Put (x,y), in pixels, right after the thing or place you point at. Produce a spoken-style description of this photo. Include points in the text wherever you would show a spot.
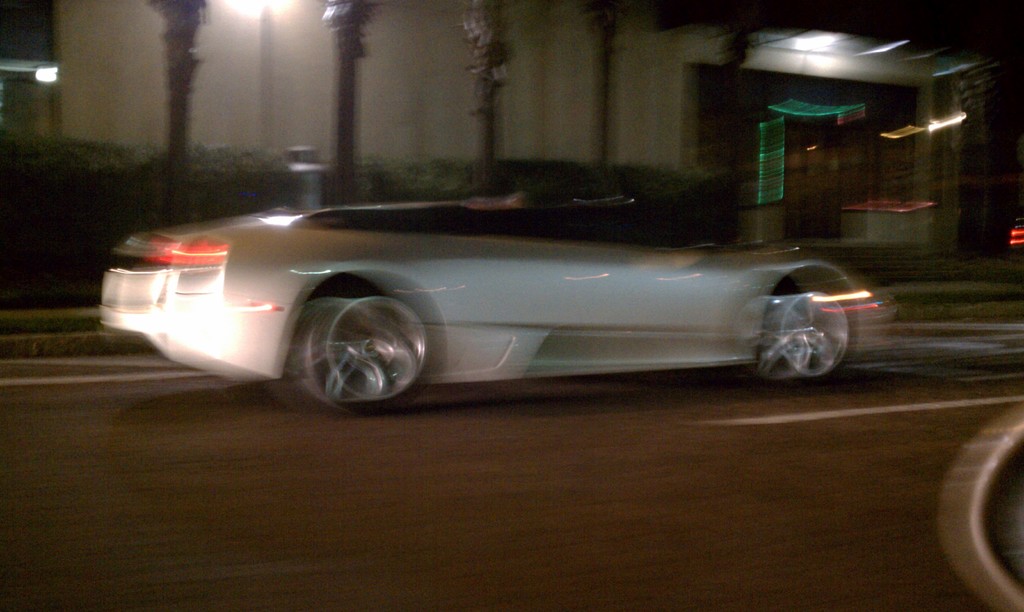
In this picture I can see a vehicle (320,338) on the road (1,479), there are plants (80,243), trees (602,2) and a building (788,97).
